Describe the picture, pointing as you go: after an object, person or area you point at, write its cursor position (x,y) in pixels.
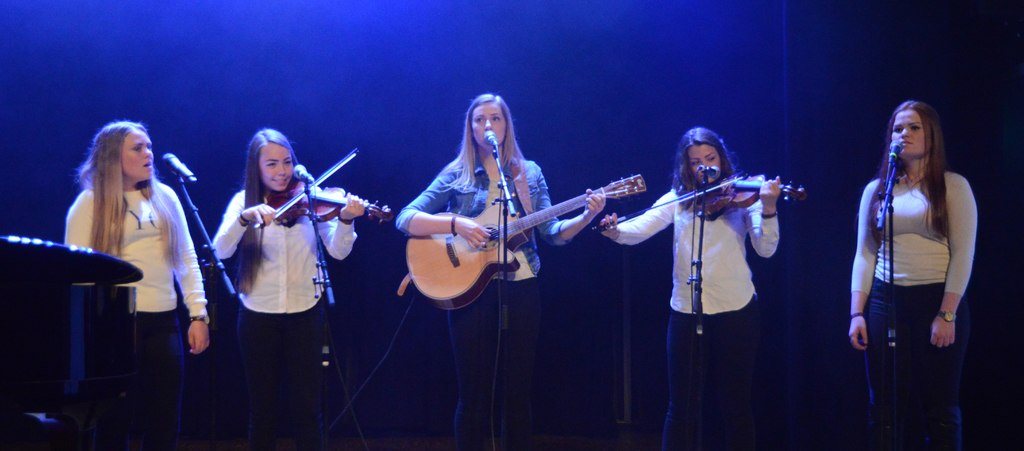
In this image I can see few women (87,239) where three of them playing musical instruments (411,269). I can also see mics (897,146) in front of everyone.
